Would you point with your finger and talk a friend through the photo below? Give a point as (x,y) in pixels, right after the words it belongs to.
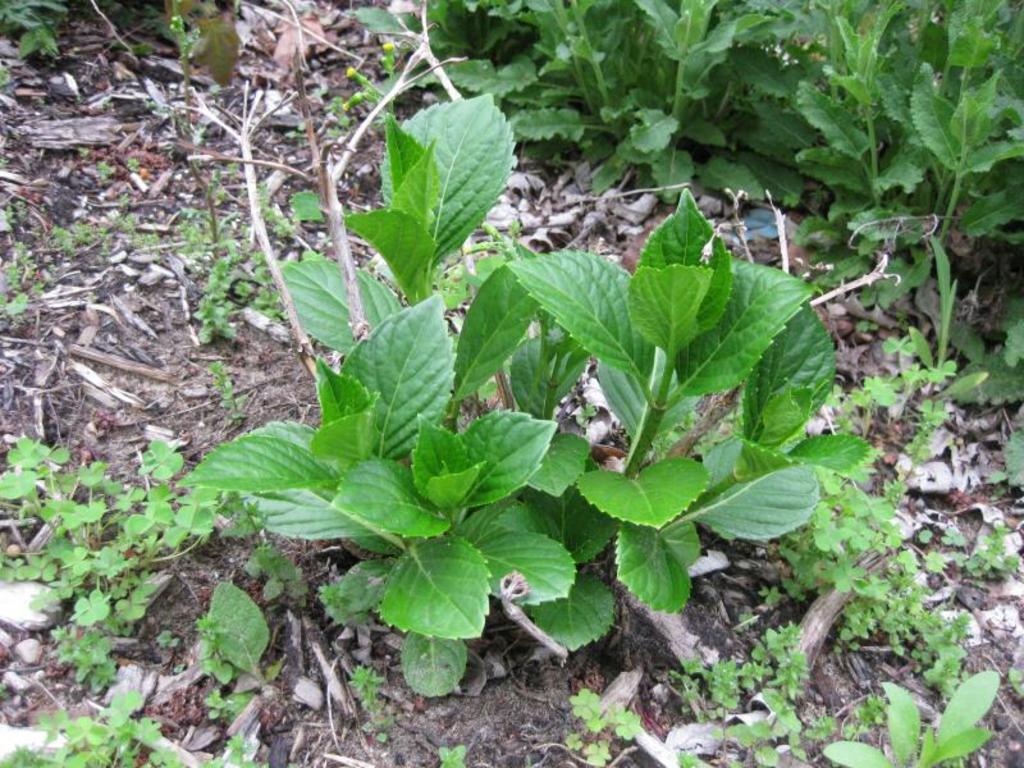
In the foreground of this picture (467,443), there is a plant (628,499) and few herbs (907,141) and plants (726,50) around it on the ground (12,523).
